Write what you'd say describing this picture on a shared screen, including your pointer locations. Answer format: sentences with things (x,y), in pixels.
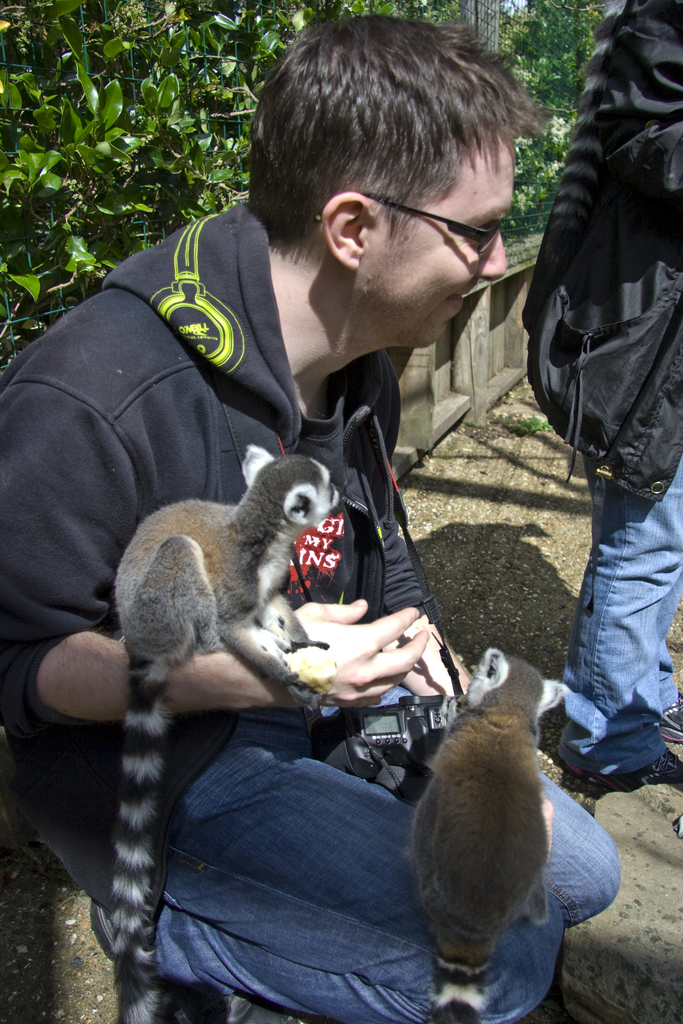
In the image there is a man (133,526) with spectacles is holding a camera (411,730). And there are two animals (239,591) on him. On the right corner of the image (682,455) there is a person (656,347) standing and on him there is a tail (603,72). In the background (290,44) there are leaves (175,78).
